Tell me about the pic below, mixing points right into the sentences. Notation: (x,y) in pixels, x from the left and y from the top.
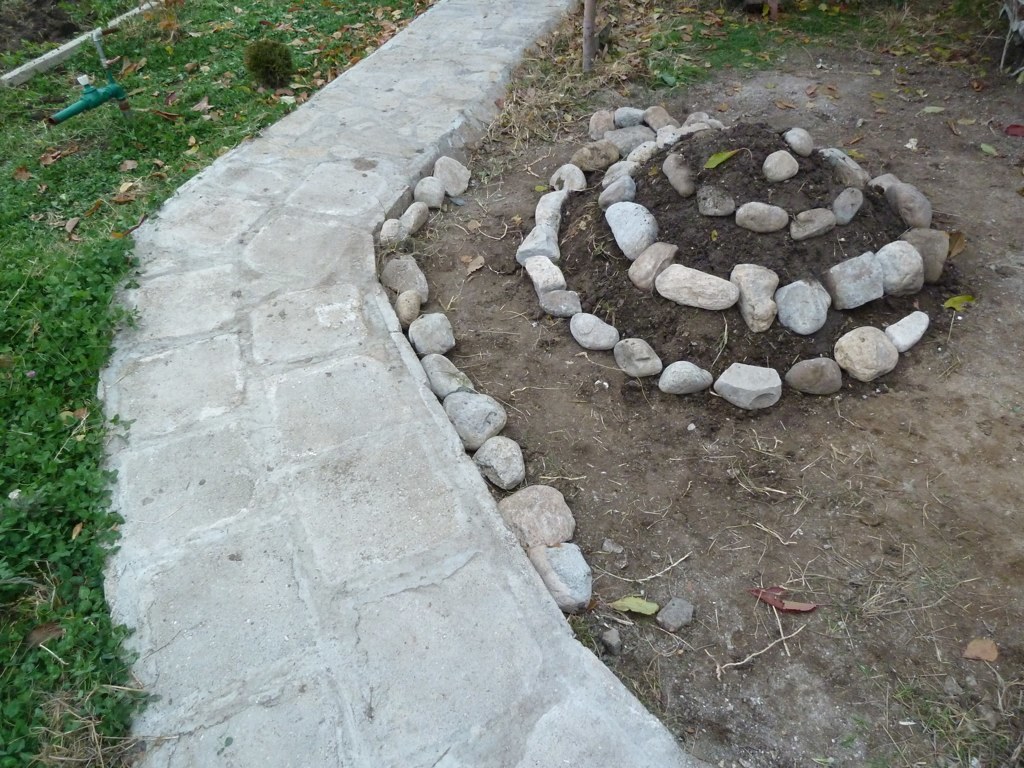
In the image we can see some stones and grass (241,26).
